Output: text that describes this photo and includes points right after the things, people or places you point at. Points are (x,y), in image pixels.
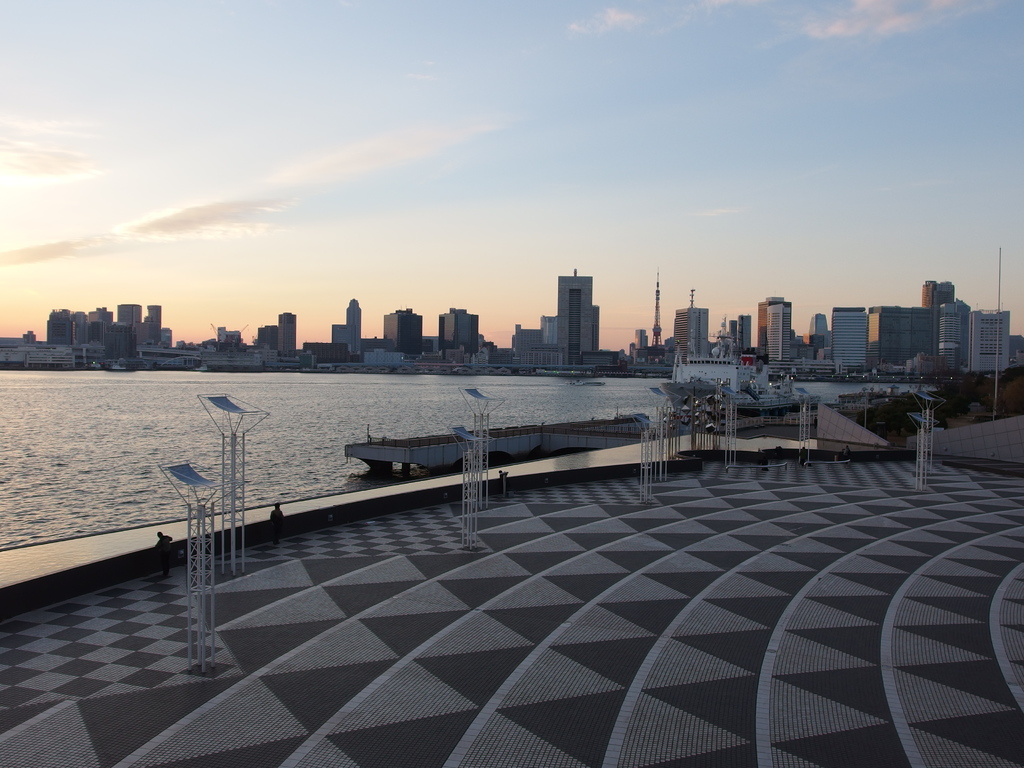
In the foreground of this image (611,633), there is a pavement (462,559) and few poles (667,394) on it. We can also see few people (275,523) standing and walking on it. In the middle (510,460), there is a dock (617,436) and water (360,385). In the background (362,322), there are buildings (891,331), skyscrapers (641,339), sky (615,284) and the cloud (346,150).
